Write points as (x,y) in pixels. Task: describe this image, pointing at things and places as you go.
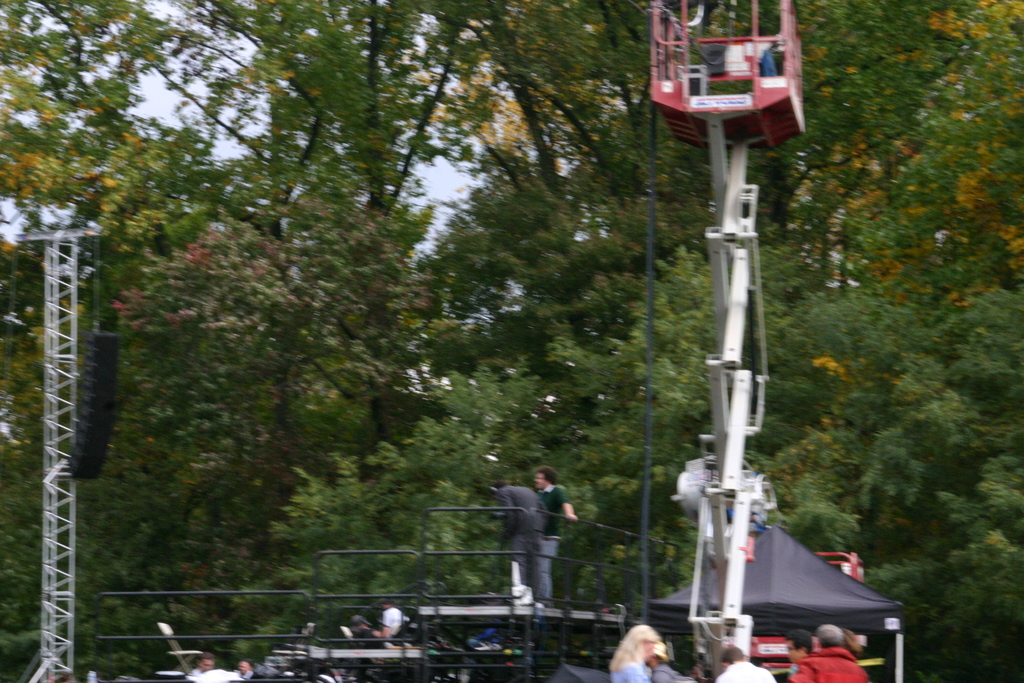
In this image at front there is a crane (717,360). At the background (815,574) there is a tent (815,574). At the center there is a stage (416,666) and people (553,525) are standing on it. At the left side of the image (62,440) there is a tower (74,590). At the background (366,242) there are trees (376,275).
